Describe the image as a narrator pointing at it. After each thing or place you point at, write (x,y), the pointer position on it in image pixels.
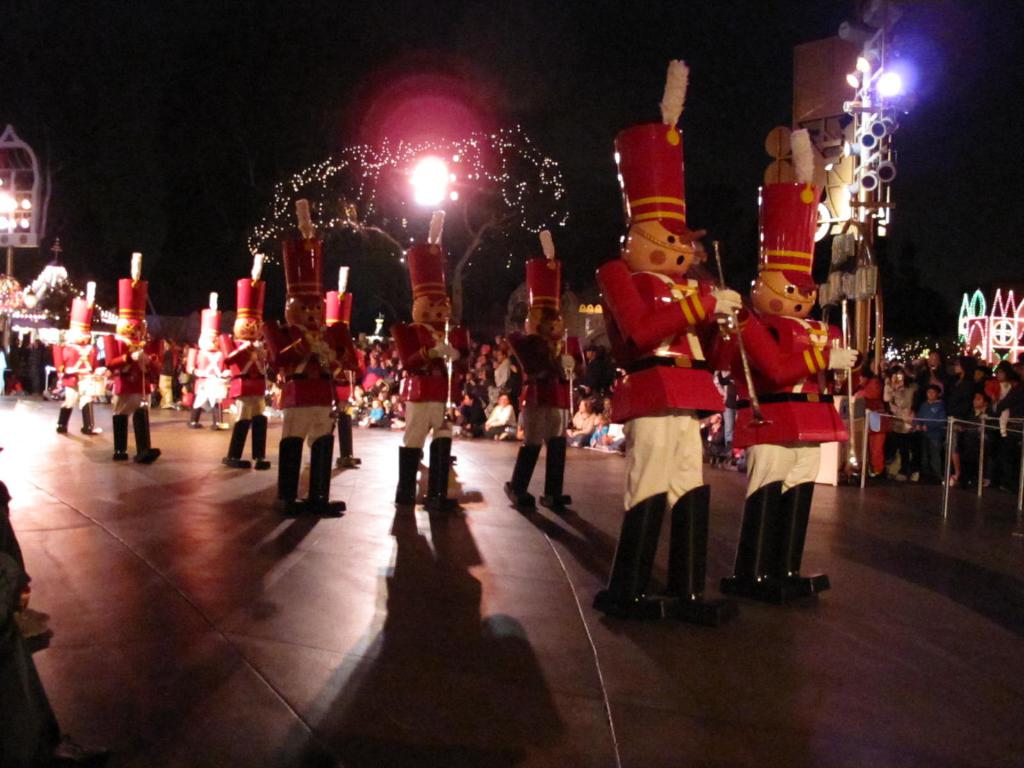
In the middle of the picture (434,452), we see the people (419,397) wearing the red and white costumes (343,385) are standing. They are holding the musical instruments (755,407) in their hands (570,352). Behind them, we see many people (380,367) are sitting on the ground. On the right side (906,399), we see the barrier poles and the people (908,382) are standing beside that. Beside that, we see the hoarding board (811,88) and the lights (845,253). We see a tree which is decorated with the lights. On the left side (17,161), we see the games (30,156) which are decorated with the lights (19,332). On the right side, we see a building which is decorated with the lights (969,314). At the top (533,60), we see the sky (589,112). At the bottom (258,582), we see the pavement (327,702). This picture is clicked in the dark.
